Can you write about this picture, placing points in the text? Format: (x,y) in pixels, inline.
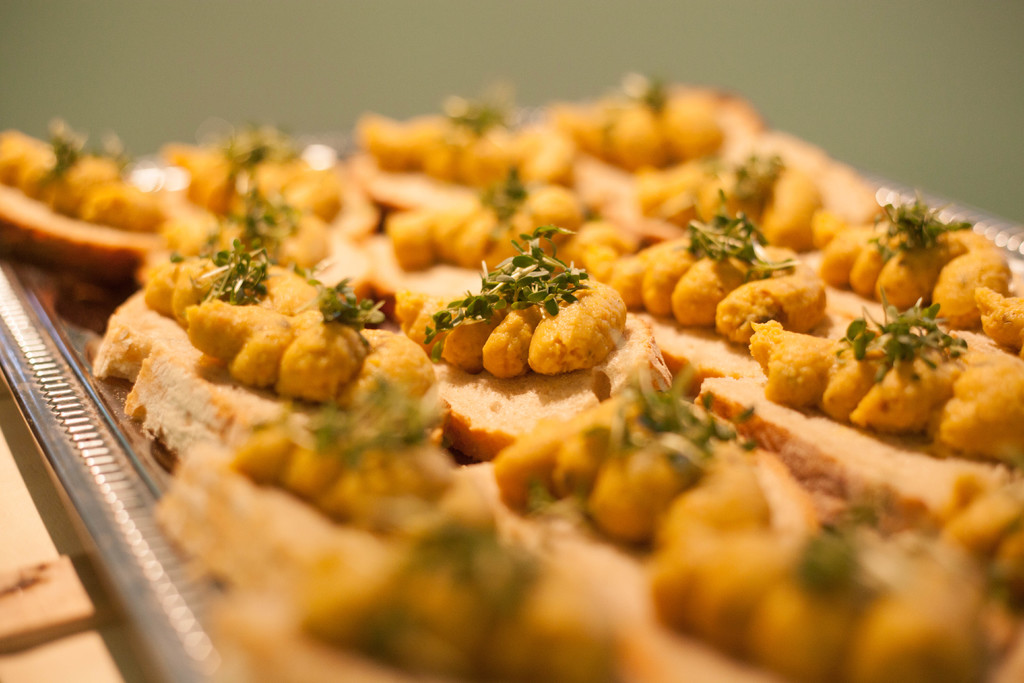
In this image I can see a tray (69,460) which consists of some food item (322,355). The background (820,80) is blurred.
